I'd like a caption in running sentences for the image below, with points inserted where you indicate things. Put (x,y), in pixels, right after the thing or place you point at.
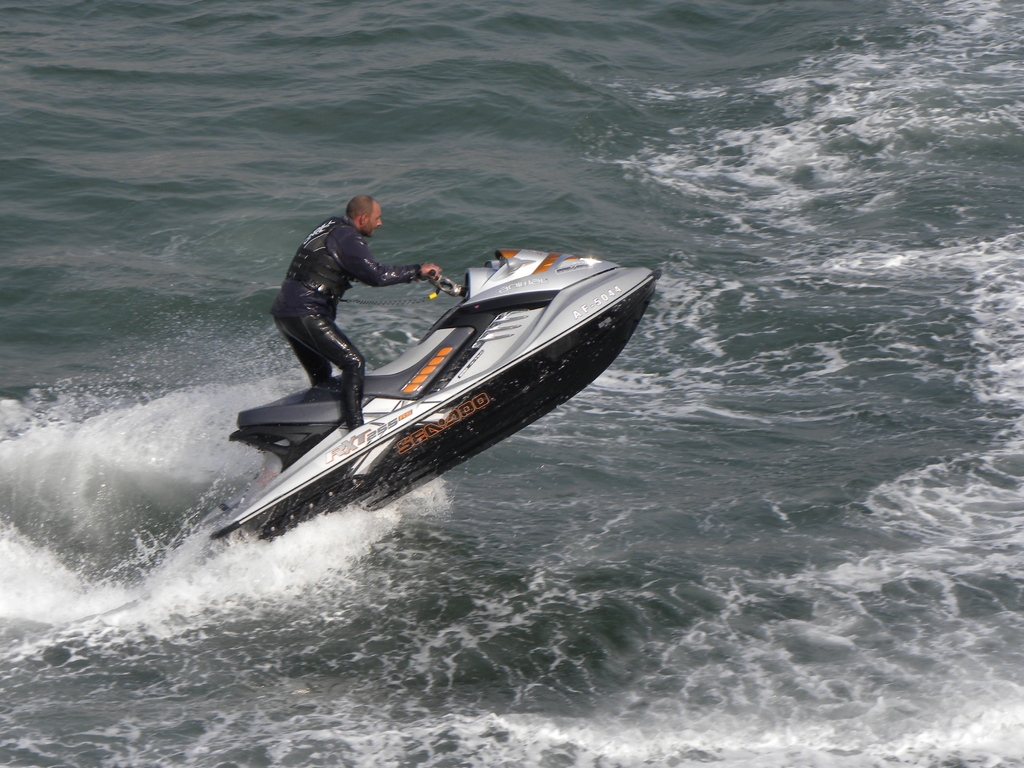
In this picture I can see a man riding a jet ski (483,364) on the water (591,406).
